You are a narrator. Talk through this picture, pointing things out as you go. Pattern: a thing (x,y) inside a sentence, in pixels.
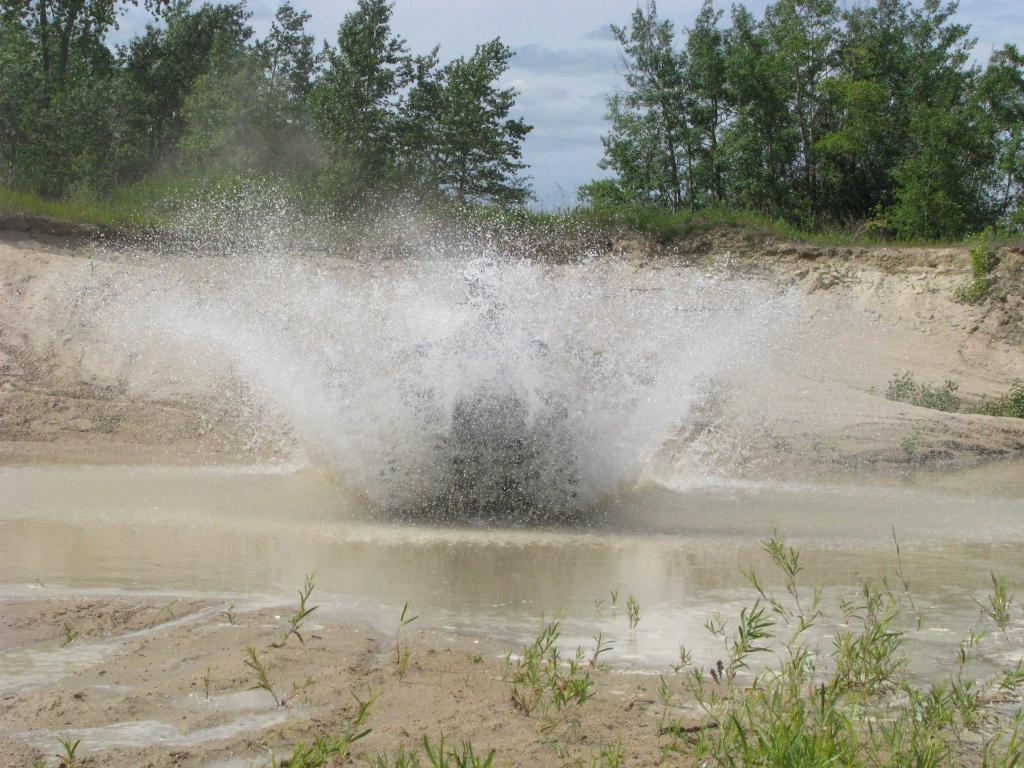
There is a water splash (544,521) in the muddy water (698,547). On the sides of that there are sand (425,674) and grasses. In the background (512,104) there are trees (486,118) and sky (534,80).
